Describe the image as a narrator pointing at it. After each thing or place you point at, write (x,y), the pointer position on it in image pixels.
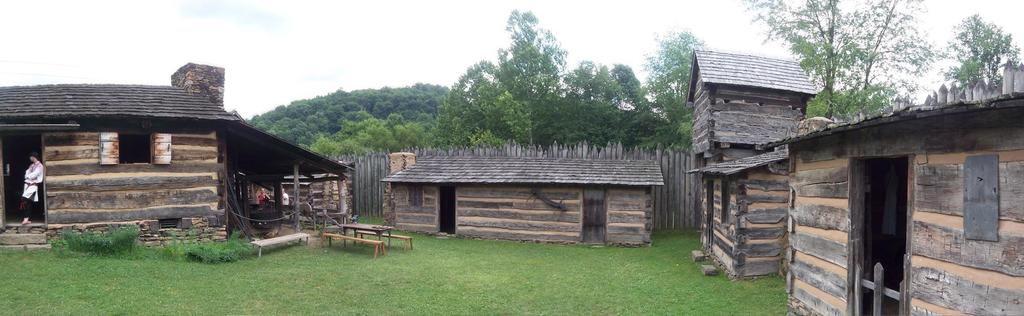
In this image in the center (532,177) there are some houses (331,201), benches (354,236), tables (367,227) and some people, and rocks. At the bottom of the image (354,296) there is grass (114,295), and in the background (492,106) there are some trees (485,73). And at the top of the image (242,30) there is sky (101,35).
